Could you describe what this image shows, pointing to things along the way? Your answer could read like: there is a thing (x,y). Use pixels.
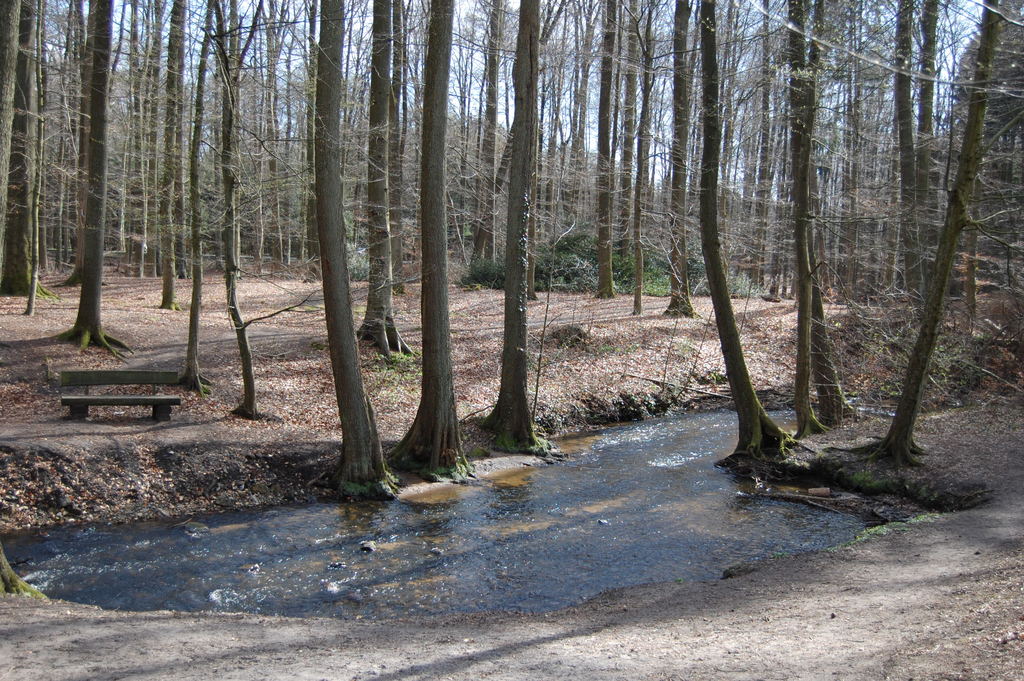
In this picture we can see a bench (89,377) on the ground (246,443), water (361,595), trees (873,237) and in the background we can see the sky (265,26).
